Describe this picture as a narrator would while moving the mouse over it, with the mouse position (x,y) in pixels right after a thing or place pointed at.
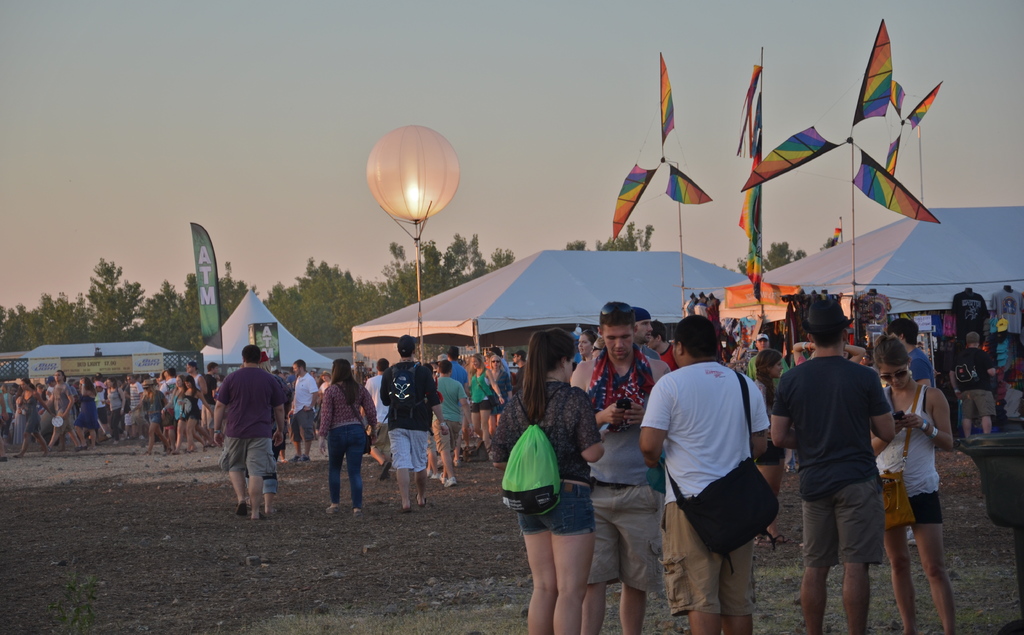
In this image, we can see a group of people (582,506). Few are standing and walking. Few are wearing bags (395,408). Background (7,346) we can see few stalls (362,339), hoardings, board (32,369), poles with some objects (624,223) and trees (307,328). Top of the image (164,151), there is a sky (366,145).
